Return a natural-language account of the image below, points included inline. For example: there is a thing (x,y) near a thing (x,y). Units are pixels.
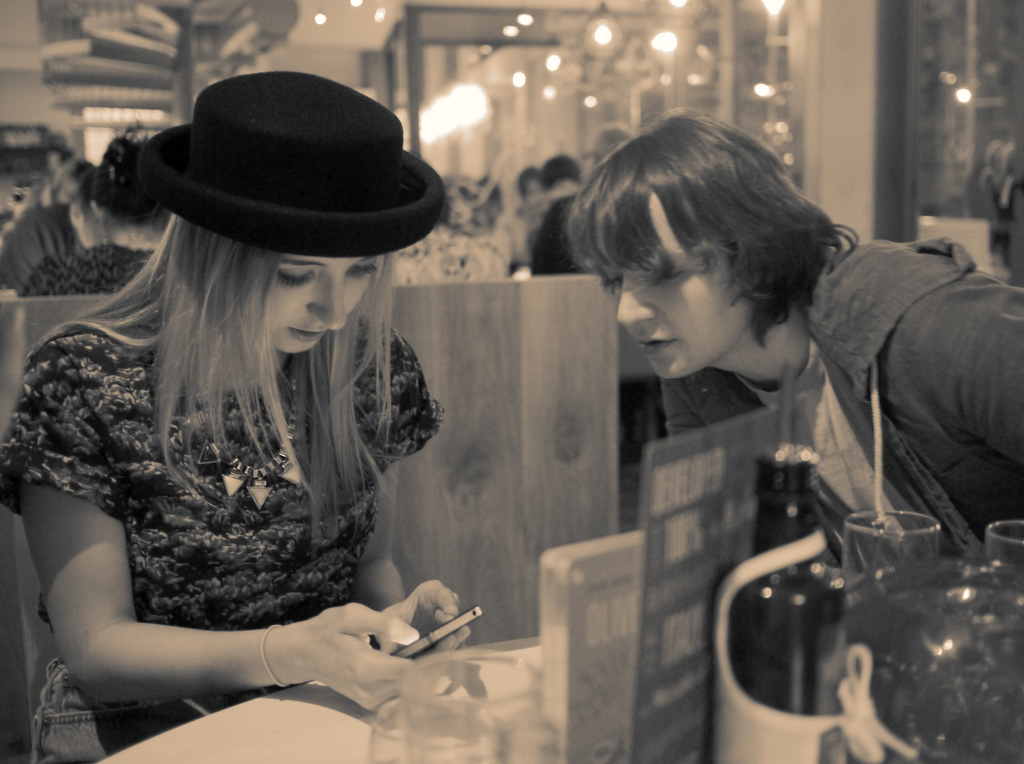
At the top (316,19) we can see ceiling (358,19) and lights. In the background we can see people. Here we can see a woman (299,287) wearing a black hat (371,193) and she is holding a mobile (443,631) in her hands (328,655). She is staring at the mobile (423,642). On the table (368,739) we can see bottle (789,691), glasses (537,719) and boards (599,725). At the right side of the picture (708,288) we can see a person (920,339) with a short hair (767,253), wearing a hoodie (903,296).
